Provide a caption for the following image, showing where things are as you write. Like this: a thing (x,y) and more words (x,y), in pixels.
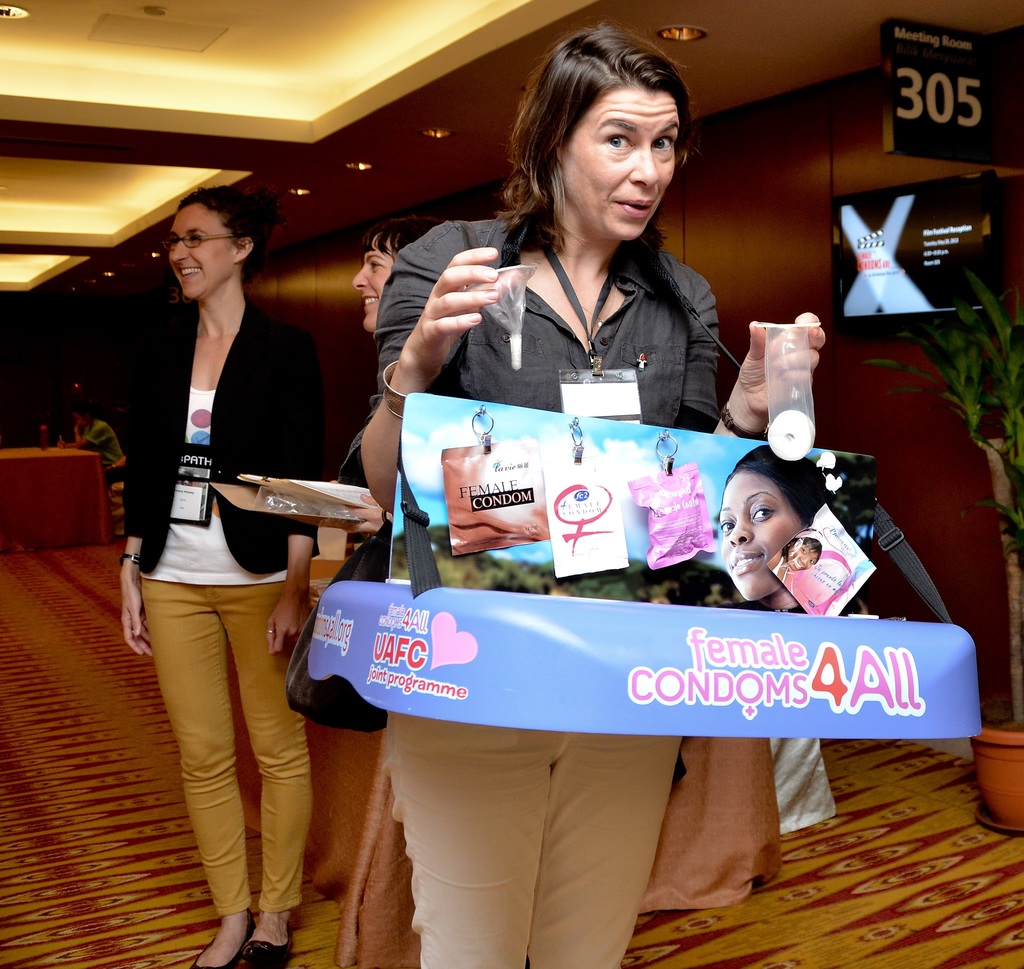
In this image we can see women (139,625) standing on the floor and one of them is holding advertisement (631,532) around her neck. In the background (905,230) we can see electric lights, display screen (873,242), person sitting on the chair (119,469), table (80,461) and a houseplant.
